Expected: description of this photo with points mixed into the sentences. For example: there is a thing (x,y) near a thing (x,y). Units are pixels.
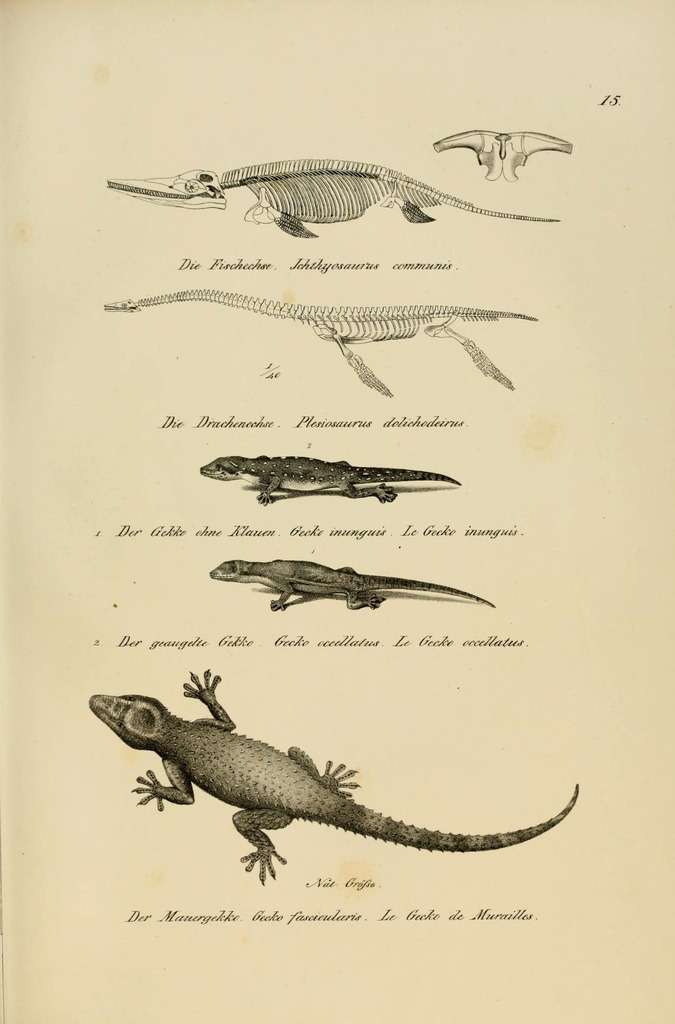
In this image, I can see a paper (626,702) with the pictures (442,331) of the skeletons (200,188) and reptiles (330,780). There are letters (309,636) written on the paper (366,525).
